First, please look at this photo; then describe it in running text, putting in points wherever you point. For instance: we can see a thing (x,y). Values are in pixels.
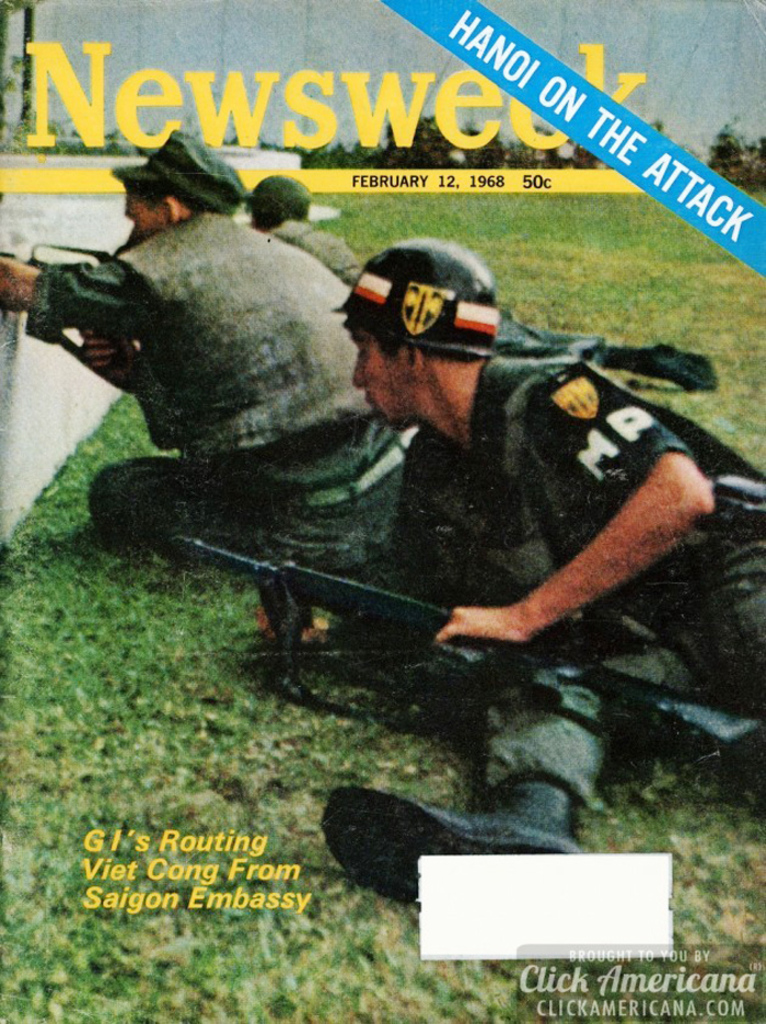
In this image there is a wall (22,250) in the left corner (76,206). There is green grass (354,924) at the bottom (52,984). There are people (723,452) holding objects (455,611) and some text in the foreground (133,527). There are trees (722,151), text (84,47) and wall (76,37) in the background (758,183).
